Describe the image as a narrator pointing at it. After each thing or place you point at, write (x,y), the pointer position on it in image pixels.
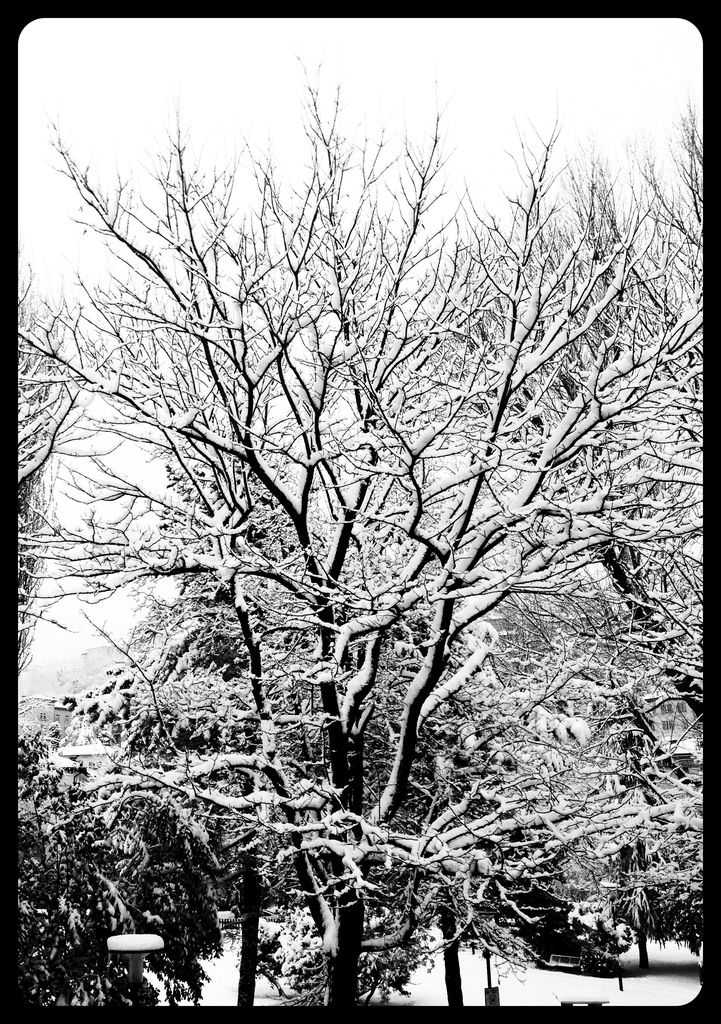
This is a black and white image. There are trees (339,591) covered with snow (556,493).
